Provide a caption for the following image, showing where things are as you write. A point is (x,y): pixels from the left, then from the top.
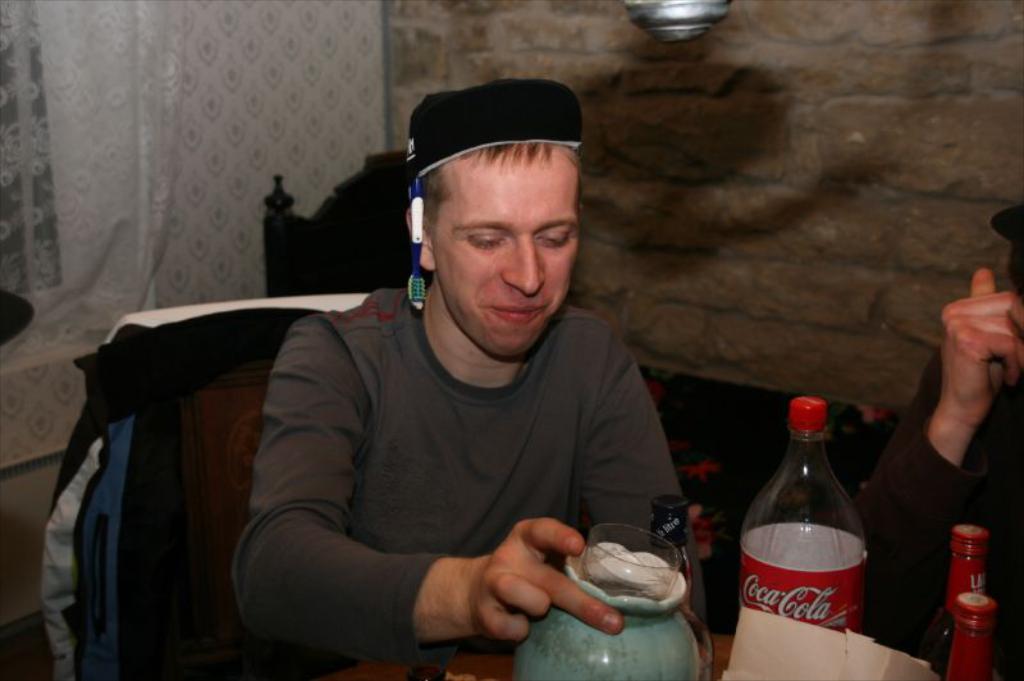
A man (305,514) is sitting on the chair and holding a bottle (637,625). He is wearing a t-shirt (453,485) behind him there is a wall (719,223) on the left side of an image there is a curtain (108,310).
